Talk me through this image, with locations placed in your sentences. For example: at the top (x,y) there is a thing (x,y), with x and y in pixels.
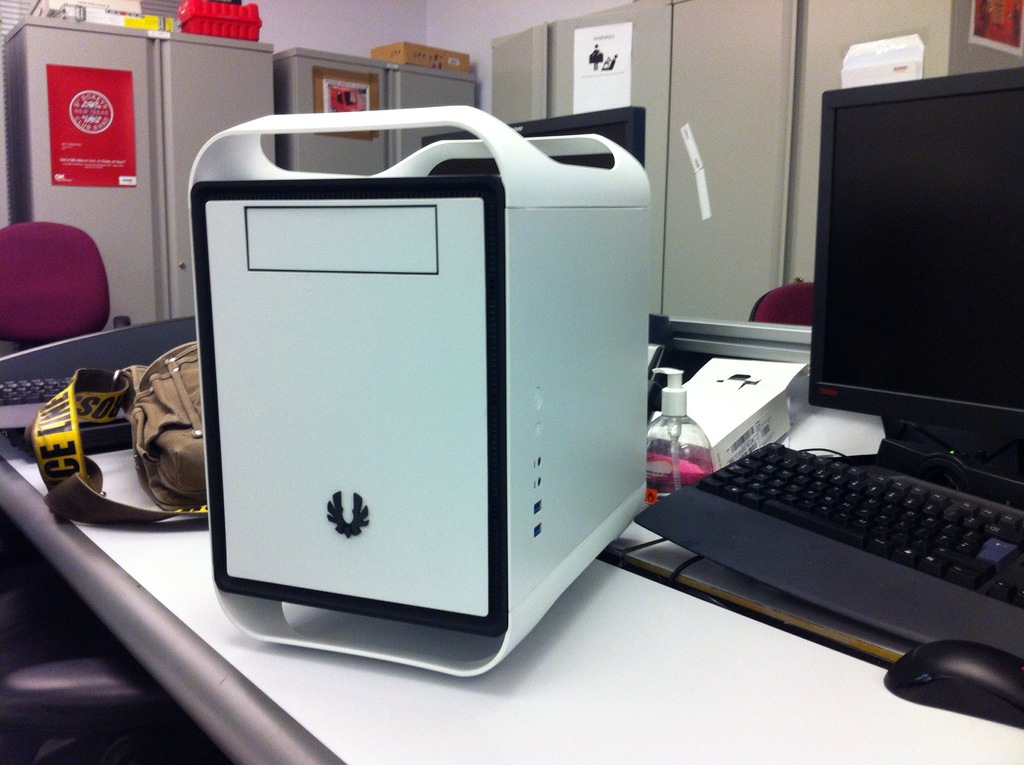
In the foreground (476,757) I can see a table (476,730) on which monitor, keyboard (928,570), bottle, bag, machine (426,476) and so on is there. In the background (766,182) I can see cupboards (255,102), boxes (173,25), chair (28,234) and a wall (451,33). This image is taken may be in a room (947,528).
